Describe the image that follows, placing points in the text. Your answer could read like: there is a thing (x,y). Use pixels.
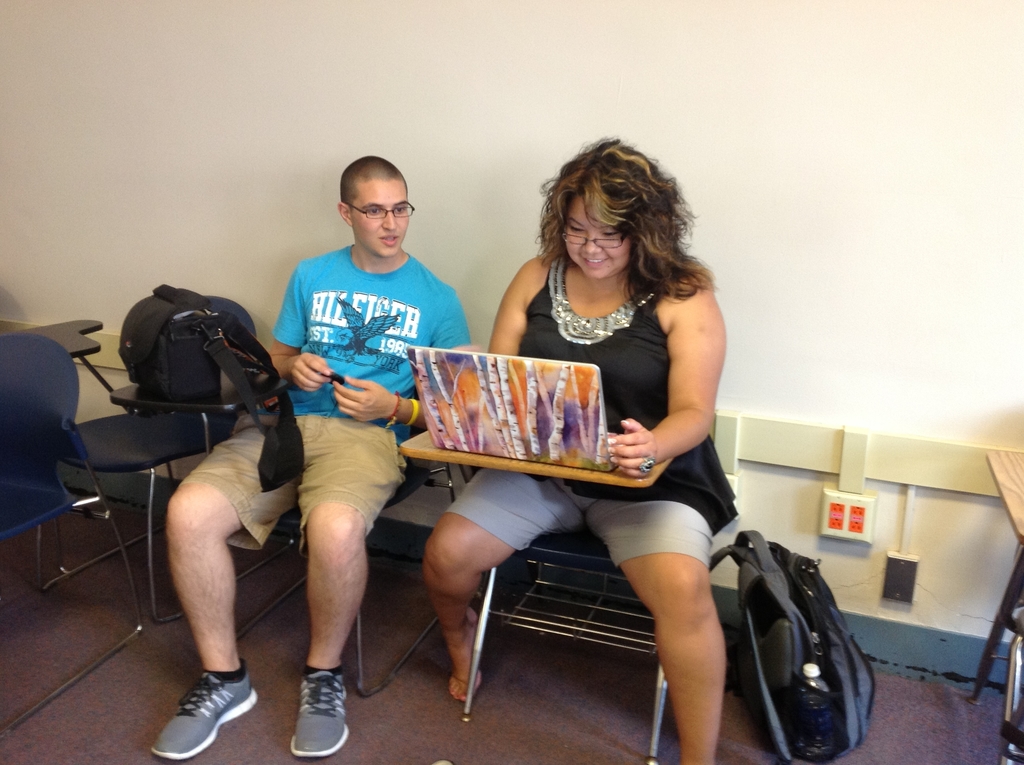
In this image there is a woman (681,360) wearing a black top (665,347) is sitting on a chair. She is having a laptop (571,434) before her. She is wearing spectacles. Beside her there is a person (351,343) wearing blue shirt (370,307) is sitting on a chair (211,406) having a bag (266,364) on the wooden plank (241,403). Left side (33,510) there are few chairs (34,386). Bottom of image (853,668) there is a bag (839,667) on the floor (925,715). Beside there is a chair (1010,692). Background (278,70) there is a wall (970,409).
